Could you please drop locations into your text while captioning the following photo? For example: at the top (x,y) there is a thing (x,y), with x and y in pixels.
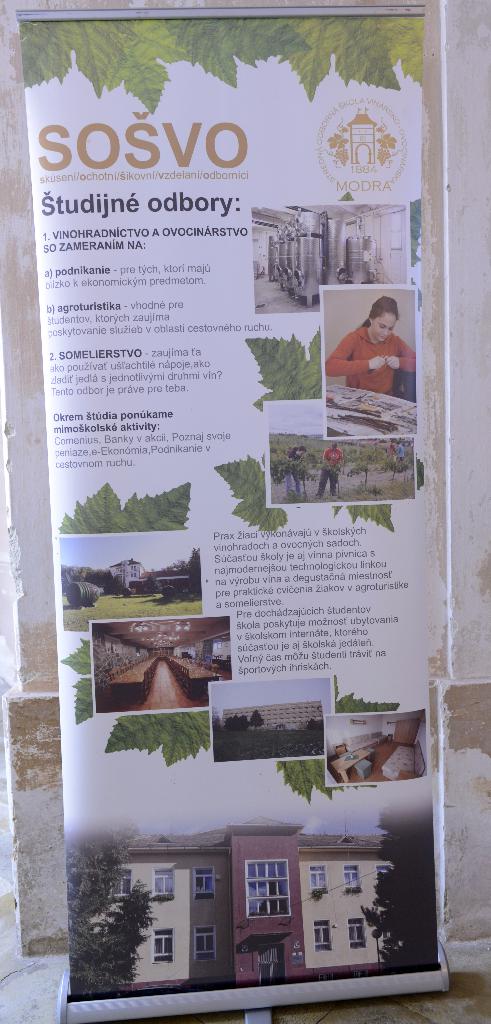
In this image in the center (184,464) there is one board (184,464), on the board (188,387) there is text (383,183), persons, trees (88,570), buildings (291,892) and some objects (143,667). And in the background (462,692) it looks like a wall (52,925).
